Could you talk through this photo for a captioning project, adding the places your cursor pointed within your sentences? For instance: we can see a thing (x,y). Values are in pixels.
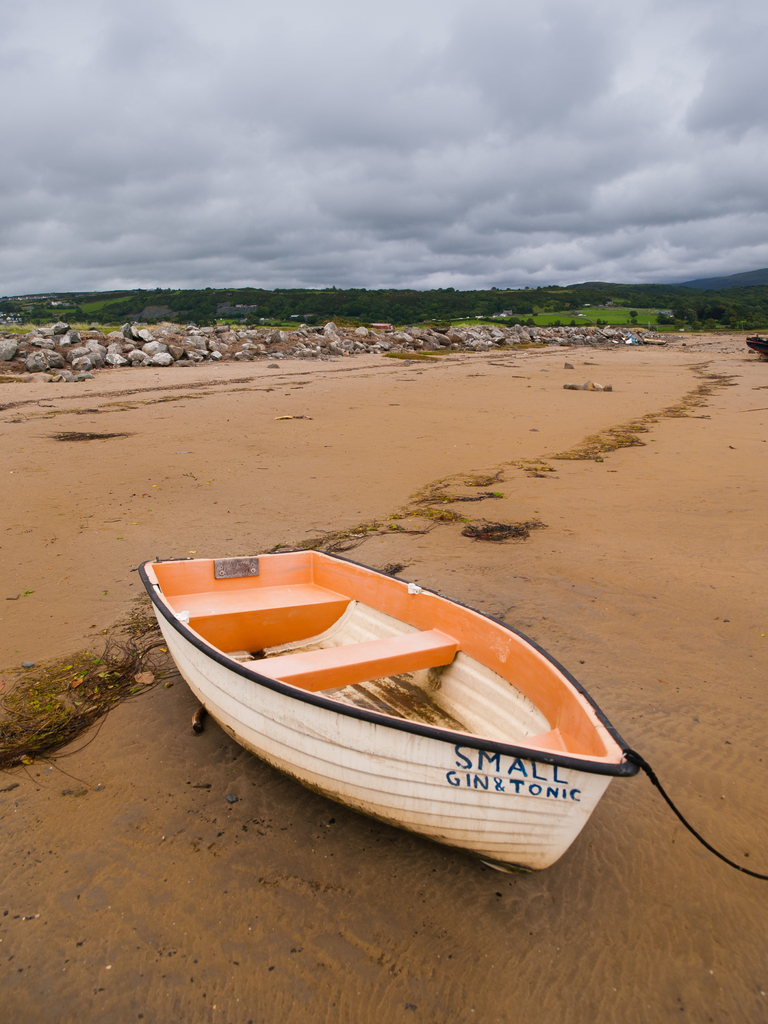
In this image in front (545,782) there is a boat (271,698). At the bottom of the image (393,913) there is a sand (535,416). In the center of the image (314,357) there are rocks (417,345). In the background of the image (413,311) there are trees (441,295) and sky (508,164).
